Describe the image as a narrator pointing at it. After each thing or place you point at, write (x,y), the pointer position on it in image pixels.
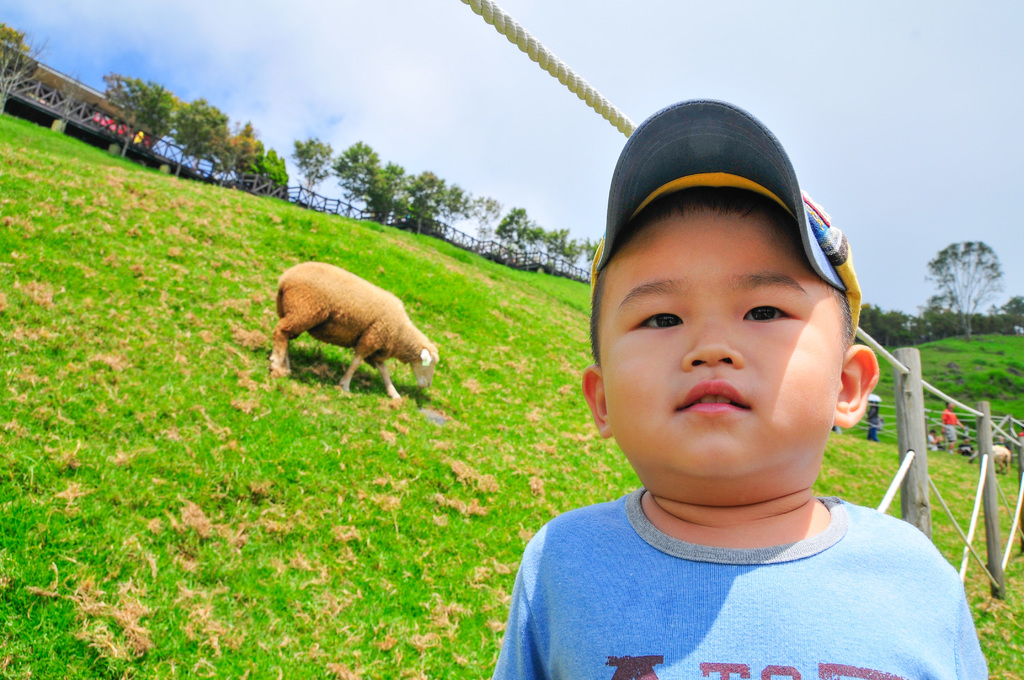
In the left side (340,322) a sheep (360,302) is grazing. In the right side (711,419) a little boy (652,389) is looking at his side, he wore t-shirt (847,542), cap (794,199). There are trees (468,201), at the top (797,91) it's a sky (786,77).
